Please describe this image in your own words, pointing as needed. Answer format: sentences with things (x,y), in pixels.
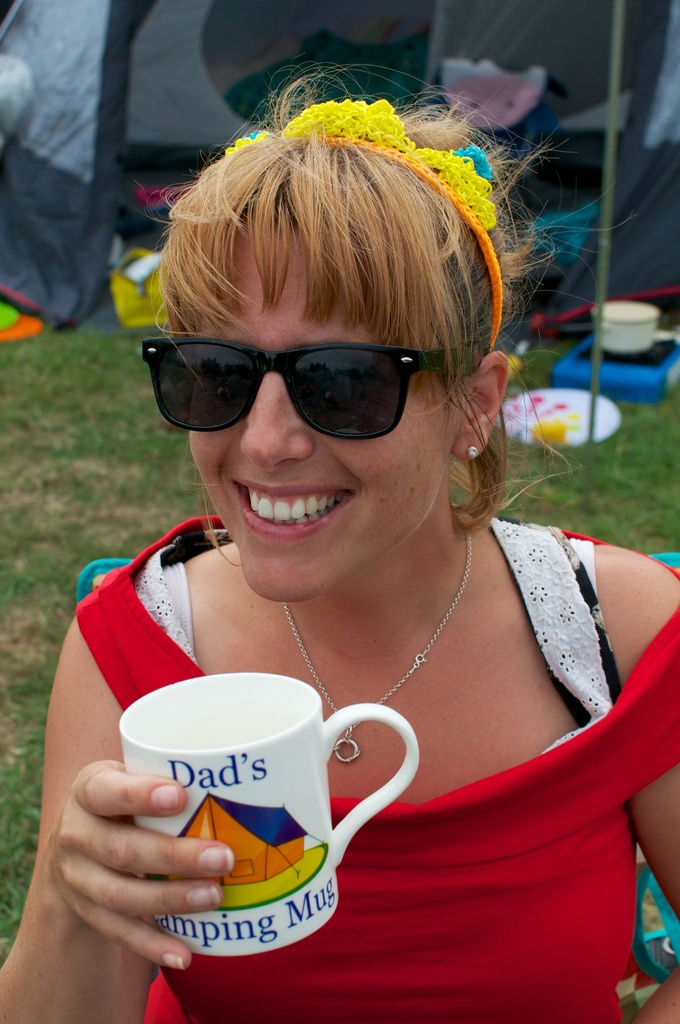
In this picture we can see women (597,743) wore red color dress (505,827), goggles (354,400), headband (346,139) holding cup (249,902) in her hand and in the background (38,173) we can see tent (661,249), bowl (648,333), grass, pole (597,386).
